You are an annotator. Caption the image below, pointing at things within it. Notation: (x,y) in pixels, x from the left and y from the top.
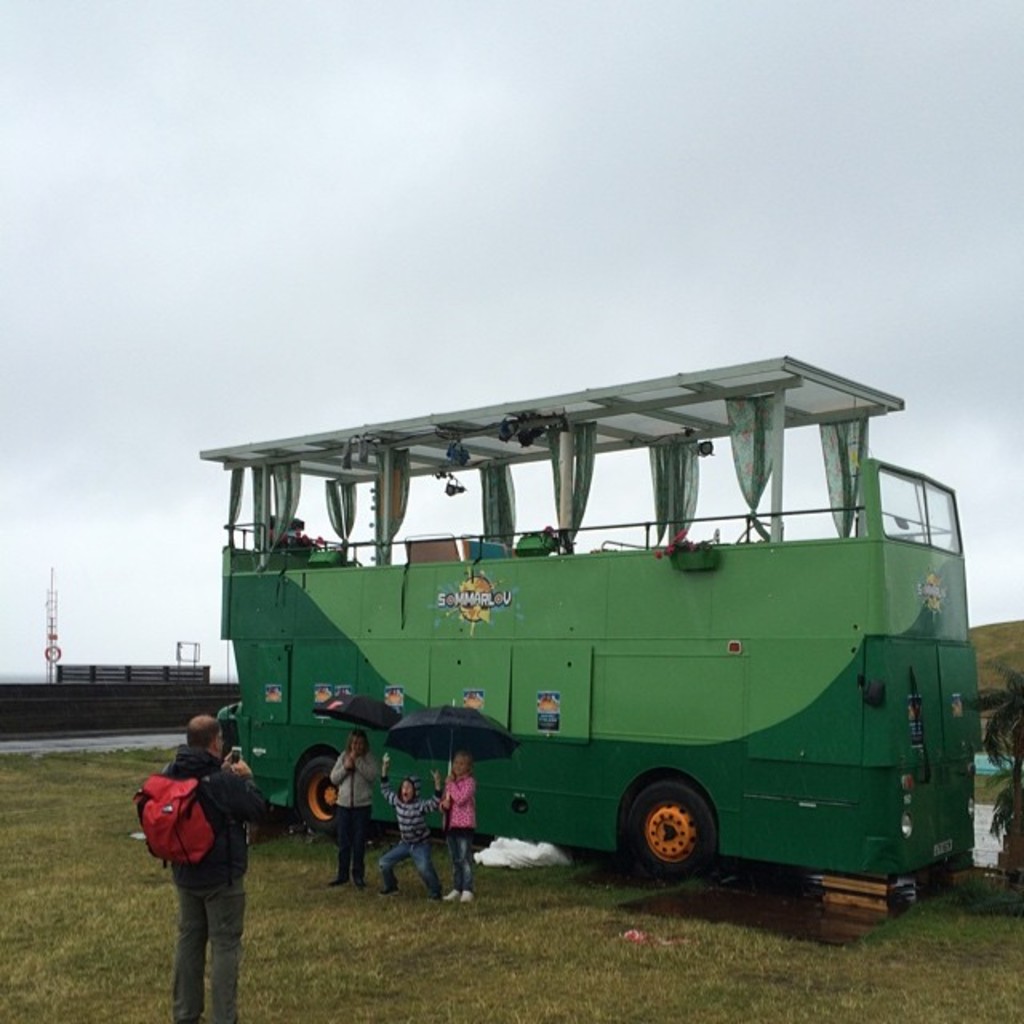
In the image there is a green double decker bus (509,664) with two kids (469,766) and an adult (361,861) standing in front of it under umbrella (408,742) on the grassland (361,931) and a man (239,870) taking picture of them in cellphone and above its sky (459,236), on the left side (117,670) background (51,635) there is fence (134,673) with a electric pole (56,620) behind it.
